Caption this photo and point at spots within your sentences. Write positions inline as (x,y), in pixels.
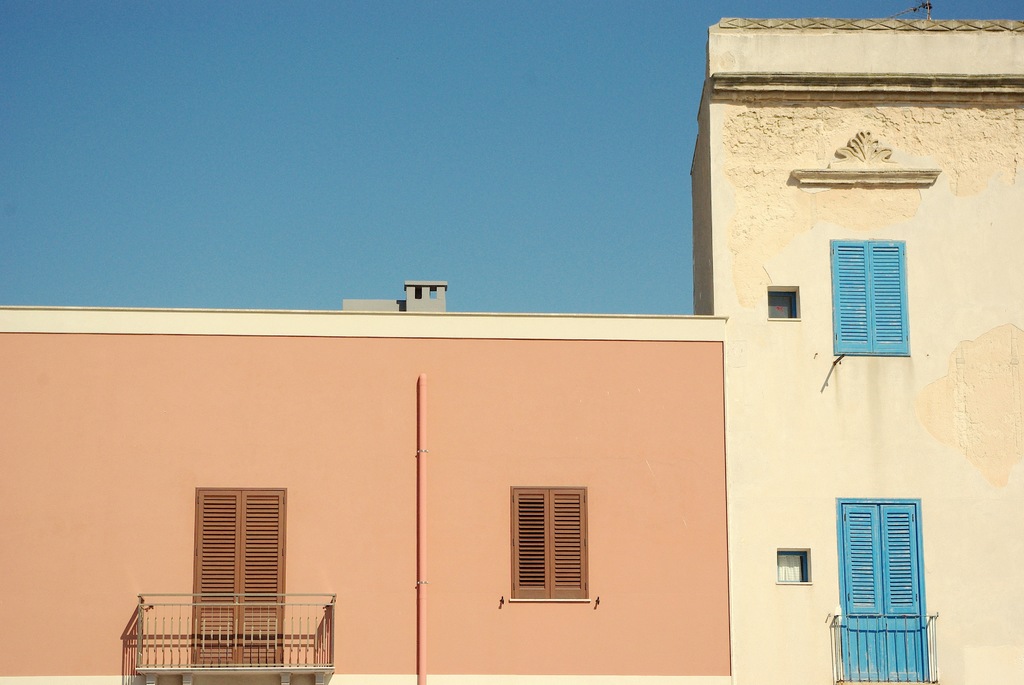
In this image in front (649,431) there is a building (575,456) with the windows (269,556). In front of the windows (234,598) there is a metal fence (245,635). In the background (508,75) there is the sky (479,130).
